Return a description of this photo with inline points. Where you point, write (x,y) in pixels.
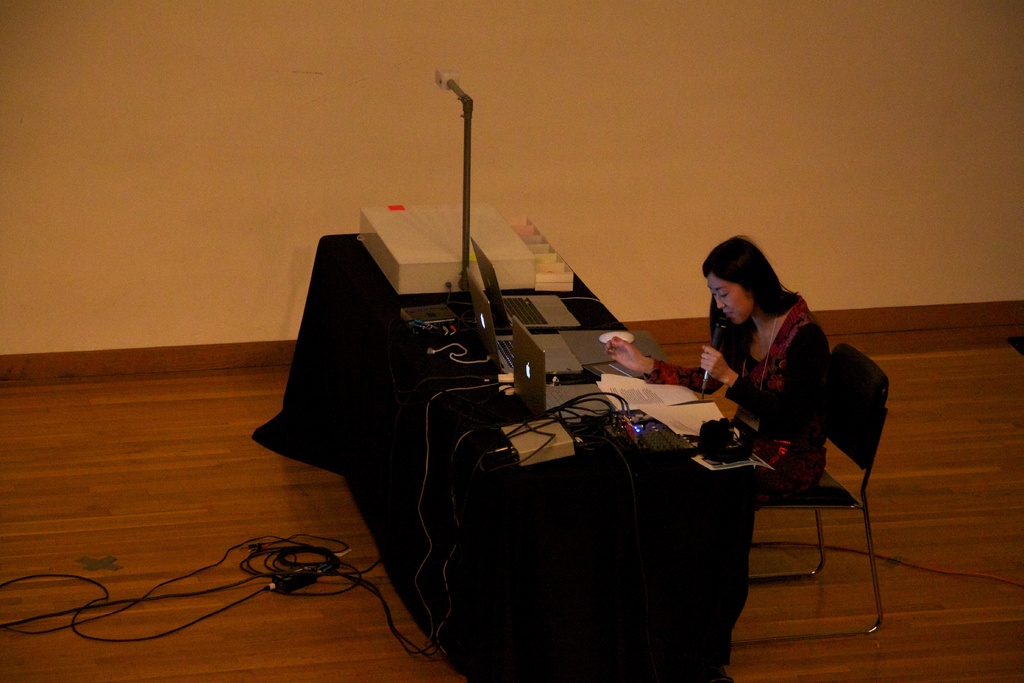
In this image we can see a woman (783,436) sitting on the chair (835,487) and a table (609,395) is placed in front of her. On the table (504,340) we can see a printing machine (502,239), laptops (542,383), cables (583,425) and a tablecloth (383,482).
